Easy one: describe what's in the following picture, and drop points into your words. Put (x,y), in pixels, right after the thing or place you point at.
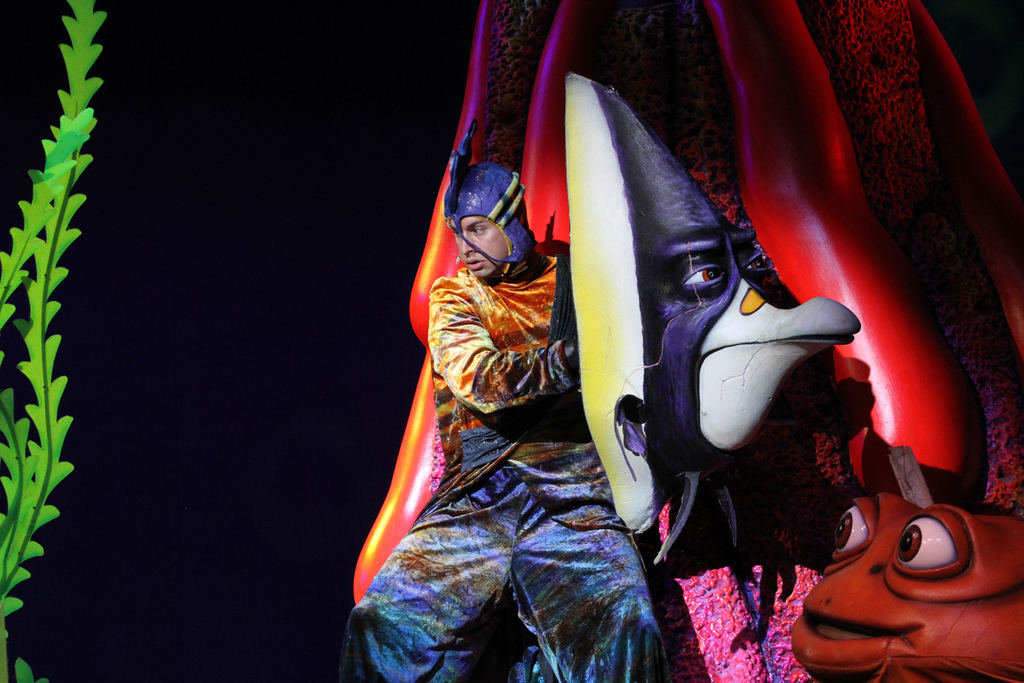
In this image I can see a person (439,662) sitting and the person (489,424) is wearing multi color dress (489,367), background (40,366) I can see a multi color toy (772,400) and I can see a plant (54,355) in green color and I can see dark background (406,162).
